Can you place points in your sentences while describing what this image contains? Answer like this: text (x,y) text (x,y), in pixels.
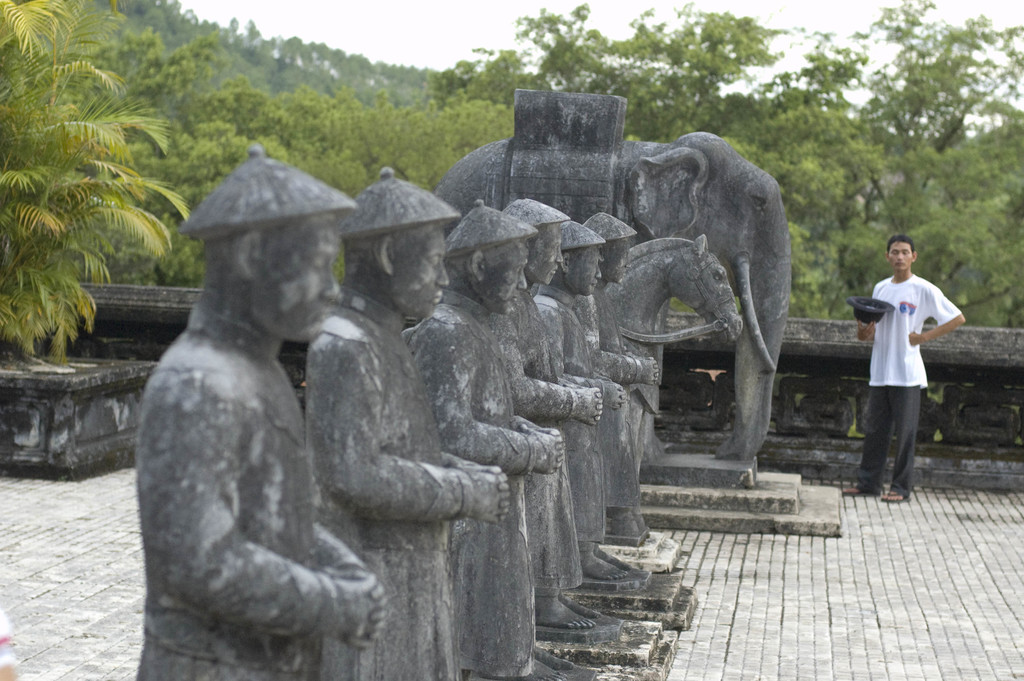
In the middle (445,308) we can see statues (415,309) of persons (221,352), horse (654,320) and an elephant (714,234) on the floor (811,575). On the right (895,318) there is a man (888,368) standing on the floor (817,562) by holding a hat (870,309) in his hand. In the background (106,167) there are trees (75,163), fence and sky (879,32).
